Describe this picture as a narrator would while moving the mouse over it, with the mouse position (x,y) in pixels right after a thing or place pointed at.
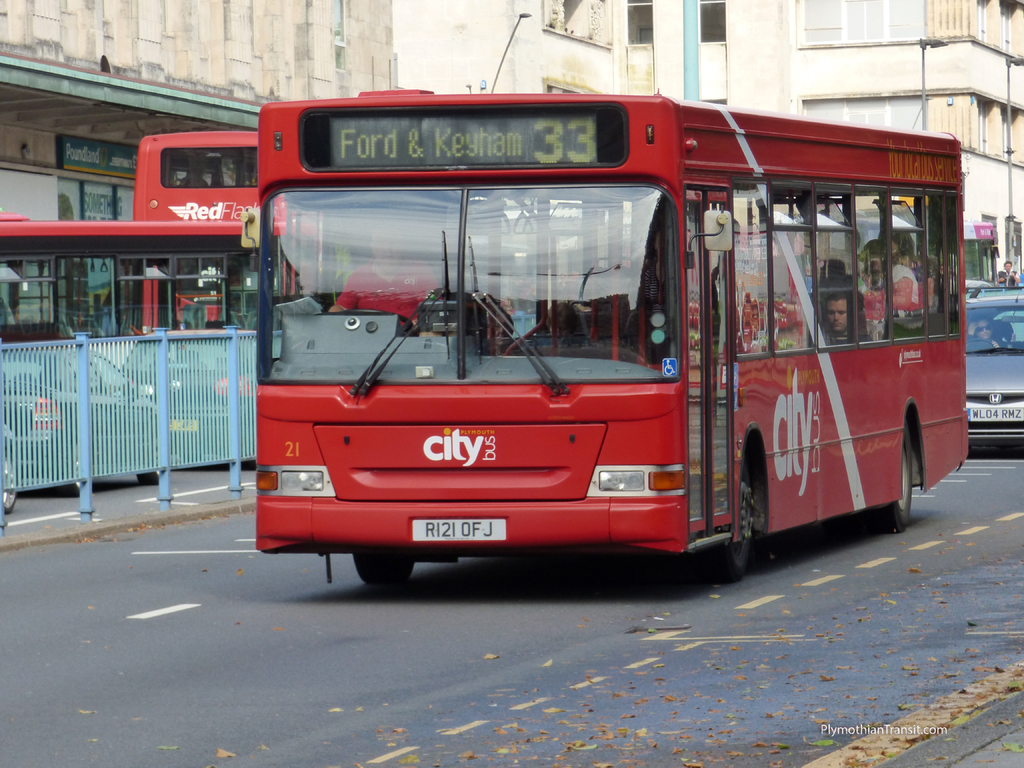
There is a bus (593,359) and a car (1009,327) present on the road (564,626) as we can see in the middle of this image (505,409). We can see a fence (143,367) and buildings (637,61) in the background (225,337).
